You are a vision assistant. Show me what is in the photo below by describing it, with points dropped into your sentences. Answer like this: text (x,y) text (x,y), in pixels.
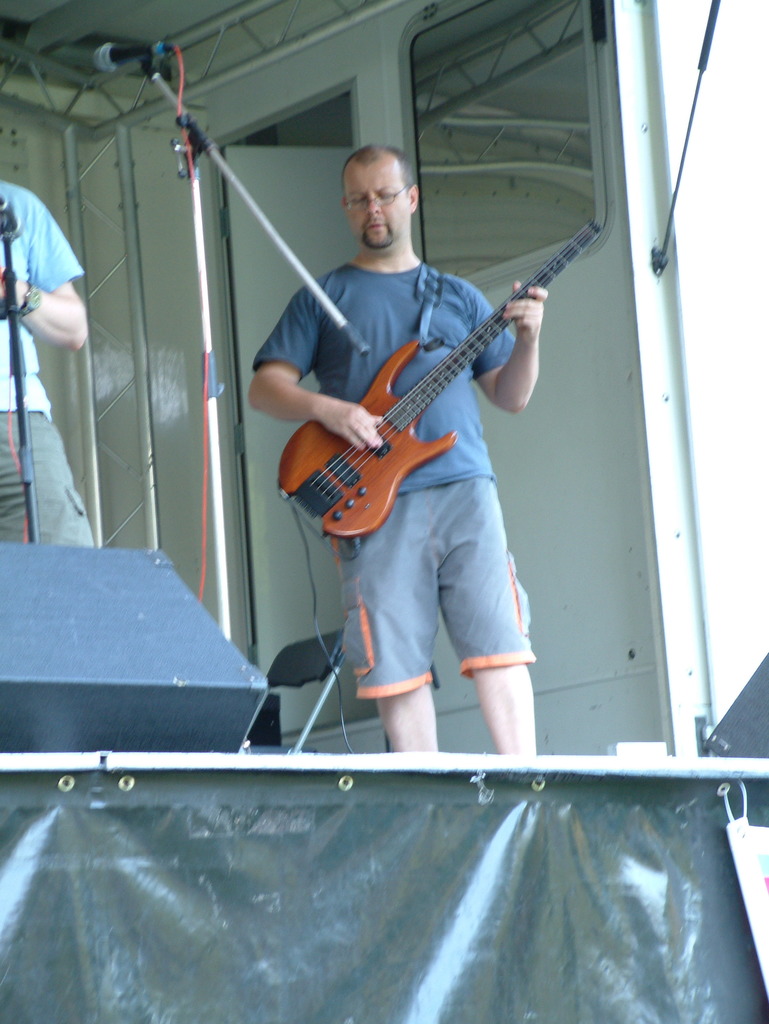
Here is a man (354,277) standing and playing guitar (380,465). this is the mike (140,56) with the mike stand (219,528). At left corner (78,270) I can see another person (14,379) standing. This is an empty chair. This looks like a black sheet (508,914). At background (307,183) i can see a door (286,197) which is white in color.
